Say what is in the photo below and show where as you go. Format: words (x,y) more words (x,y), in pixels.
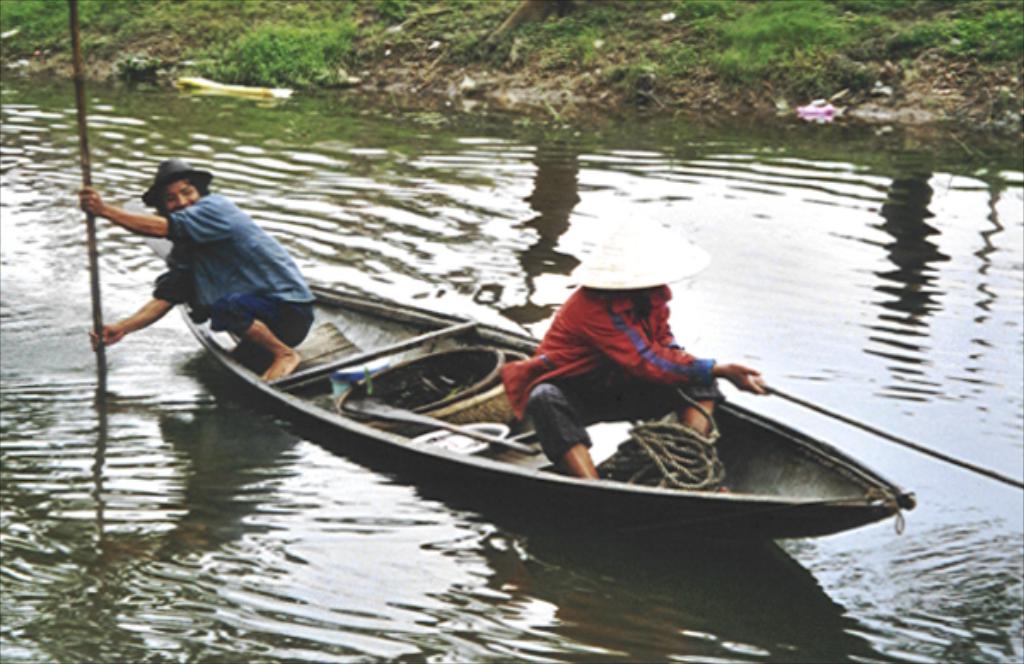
In this image we can see two men (201,241) holding the oars (96,276) sitting in a boat (320,310) which is in a water body (542,589). We can also see the rope (660,471), baskets (460,399) and the oars (419,415) in a boat (430,452). On the backside (563,45) we can see some plants (534,29).
